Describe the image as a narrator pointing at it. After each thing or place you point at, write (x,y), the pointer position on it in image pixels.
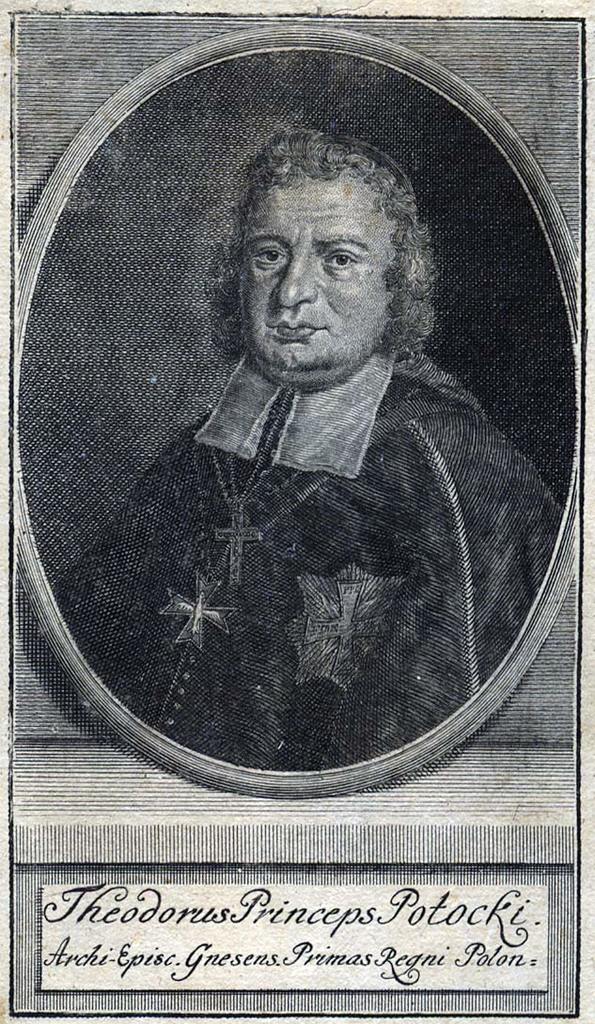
As we can see in the image there is a man (226,603) wearing black color jacket (246,568).
